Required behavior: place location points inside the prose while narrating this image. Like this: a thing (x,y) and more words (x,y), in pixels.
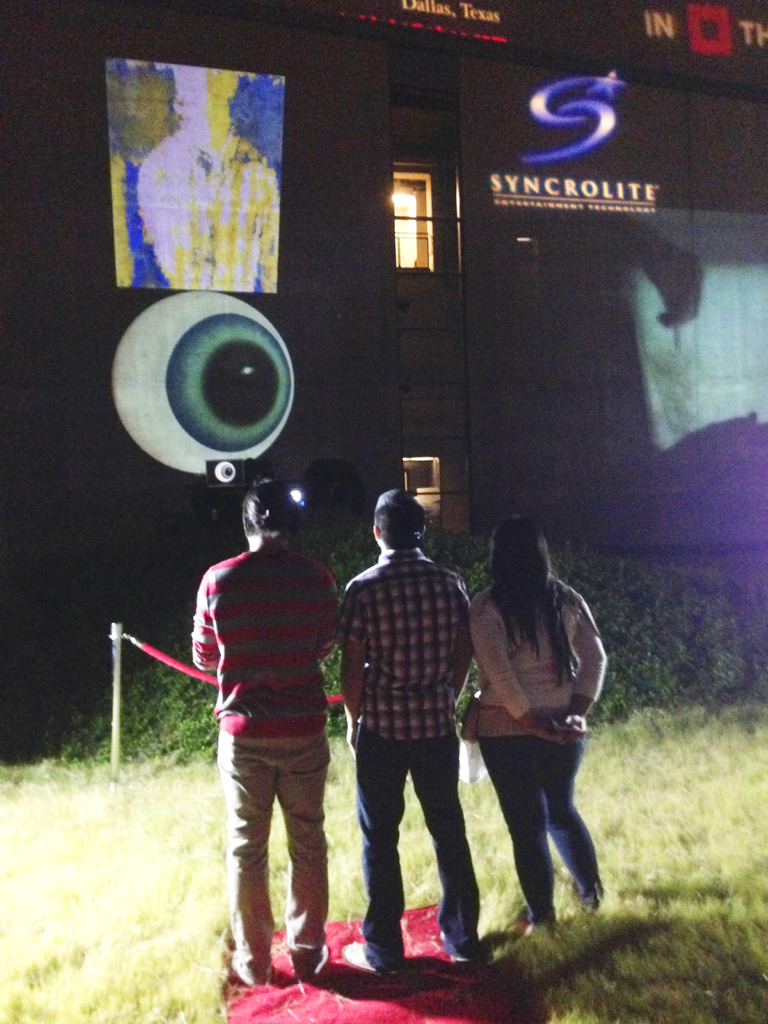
In this image we can see three people (238,697), in front of them there are some texts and images (255,358) on the wall (640,31), there are plants (201,697), grass (413,888), window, also we can see projector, and a speaker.
